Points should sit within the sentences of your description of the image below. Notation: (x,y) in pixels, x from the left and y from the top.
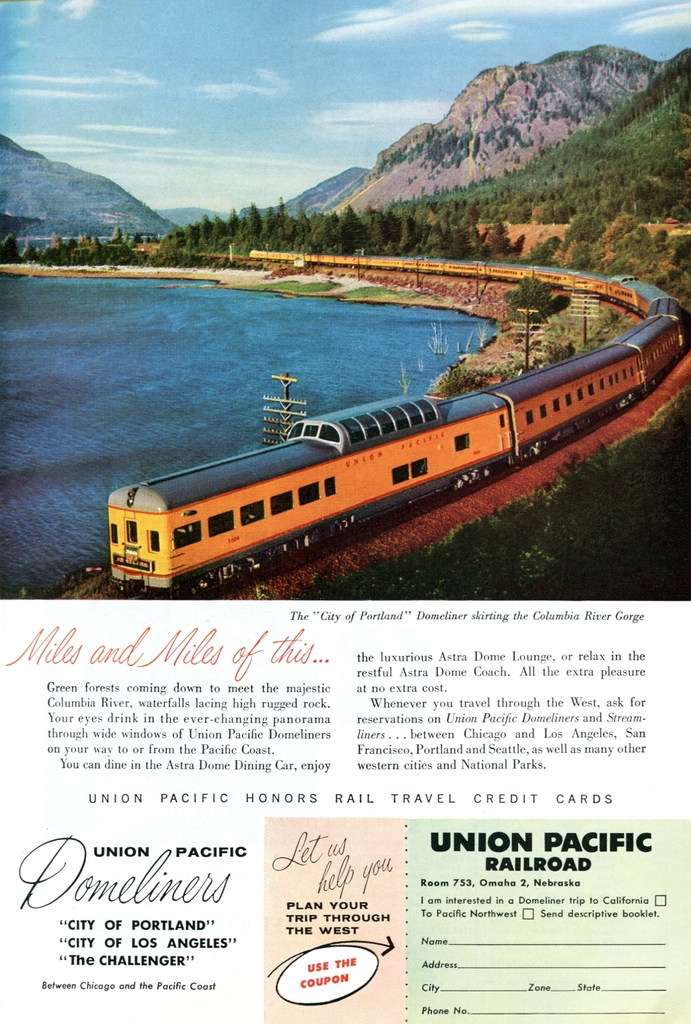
In the picture we can see a magazine (408,859) with an image (521,266) of a train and beside it, we can see the part of the plant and on the other side, we can see the water surface (18,504) and in the background (345,41), we can see the hills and the sky (240,16) with clouds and below the image (389,217) we can see some information (628,736).
